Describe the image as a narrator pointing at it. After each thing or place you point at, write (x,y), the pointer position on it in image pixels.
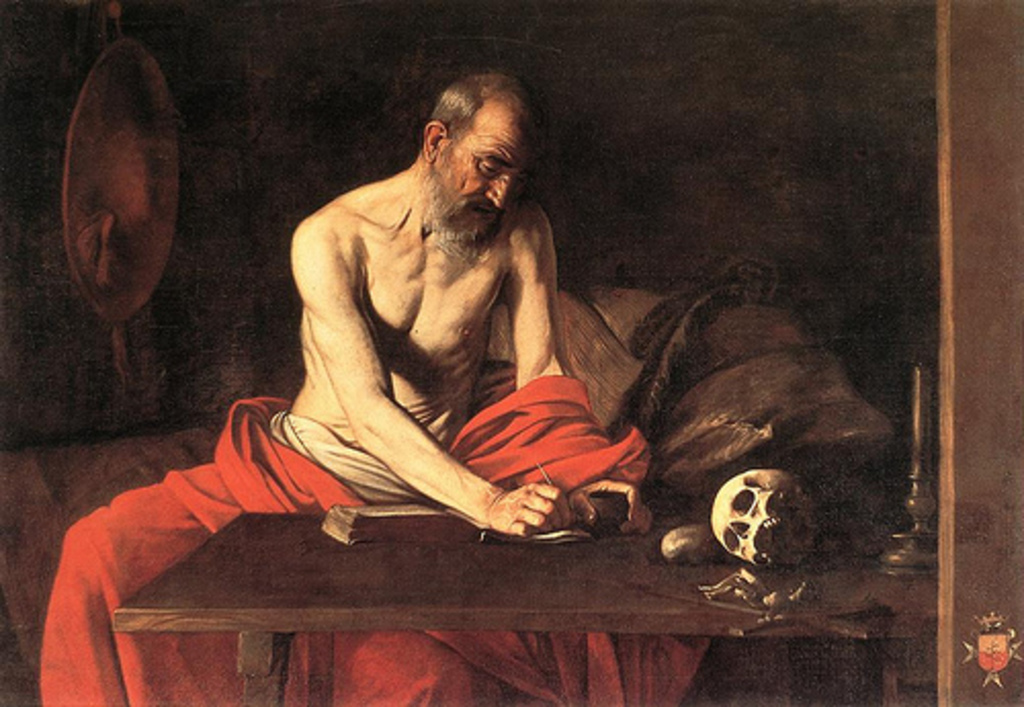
In the picture we can see a painting (613,622) of a man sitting near the table (347,562) and doing something with a pen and on the table (365,567) we can see a skull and some bones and a candle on candle stand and behind him we can see a wall (24,178) with a hat (106,91) on it.
